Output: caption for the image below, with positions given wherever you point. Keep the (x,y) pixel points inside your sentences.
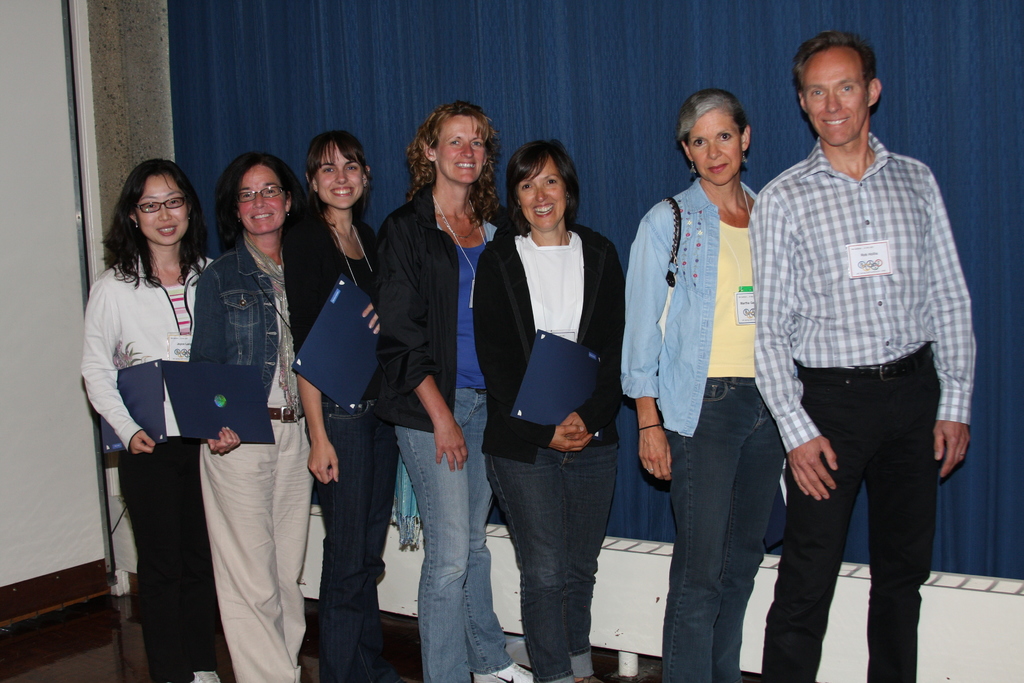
In this image I can see there are few persons (297,344) standing on the floor (97,650) and there are smiling and background (944,39) is in color blue.
